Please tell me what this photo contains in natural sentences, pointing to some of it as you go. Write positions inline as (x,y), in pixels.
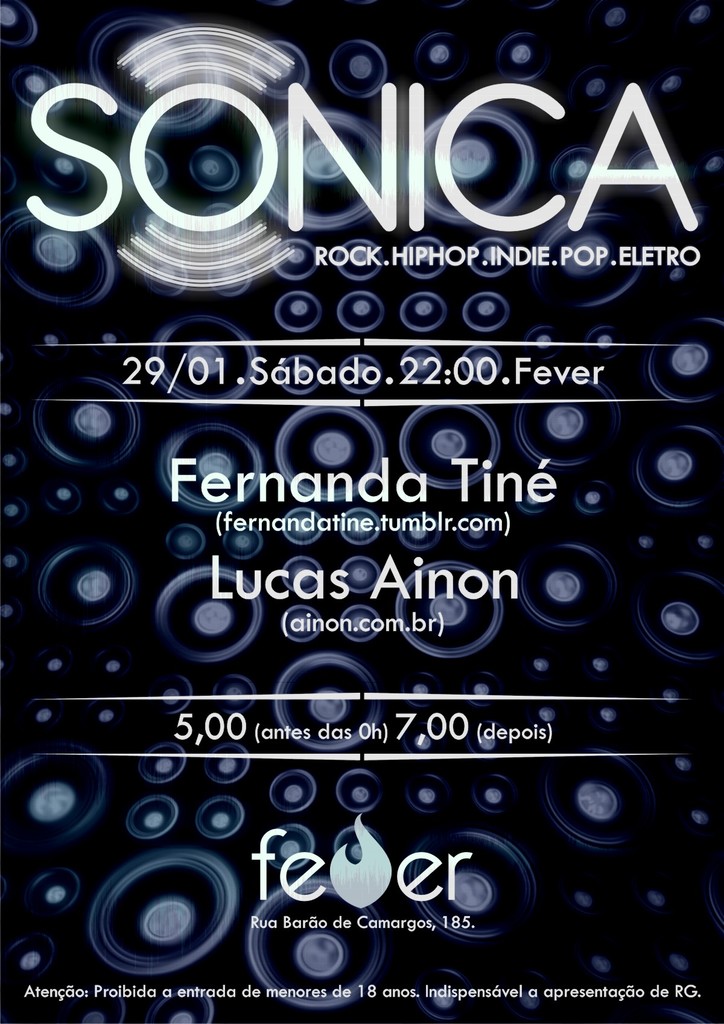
In this picture I can see a poster (358,548) on which I can see some text (233,718).
